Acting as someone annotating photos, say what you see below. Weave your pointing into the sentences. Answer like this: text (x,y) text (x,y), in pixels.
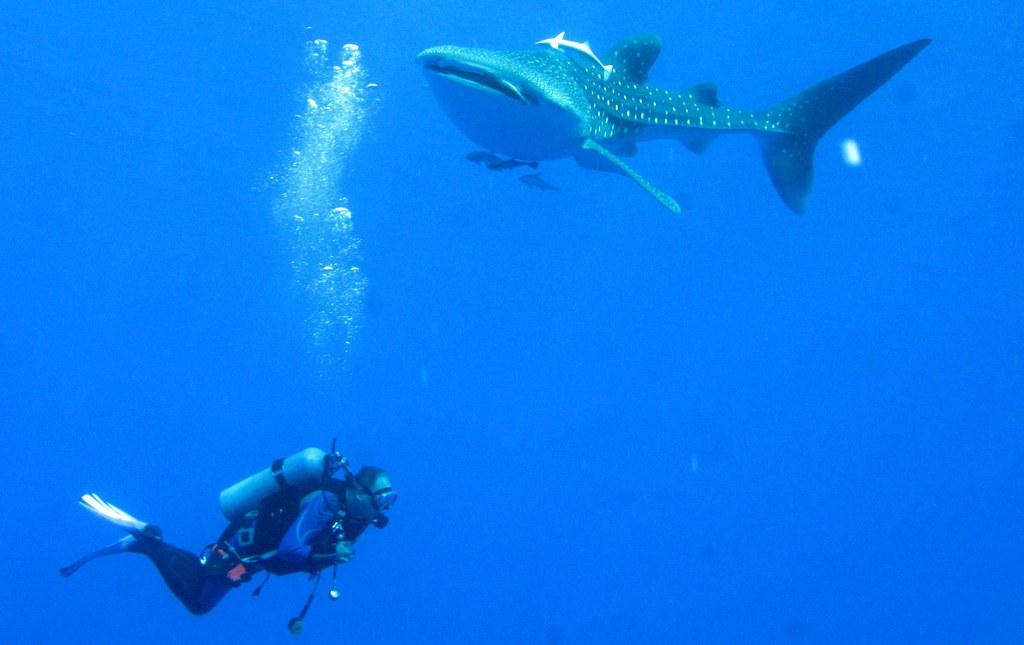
At the bottom of this image (306,514), there is a person (294,509) having a cylinder (235,491) on the back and swimming in the water (520,540). At the top of this image (562,106), there are bubbles (349,47) and fishes (822,81) in the water (804,329). And the background (895,360) is blue in color.
